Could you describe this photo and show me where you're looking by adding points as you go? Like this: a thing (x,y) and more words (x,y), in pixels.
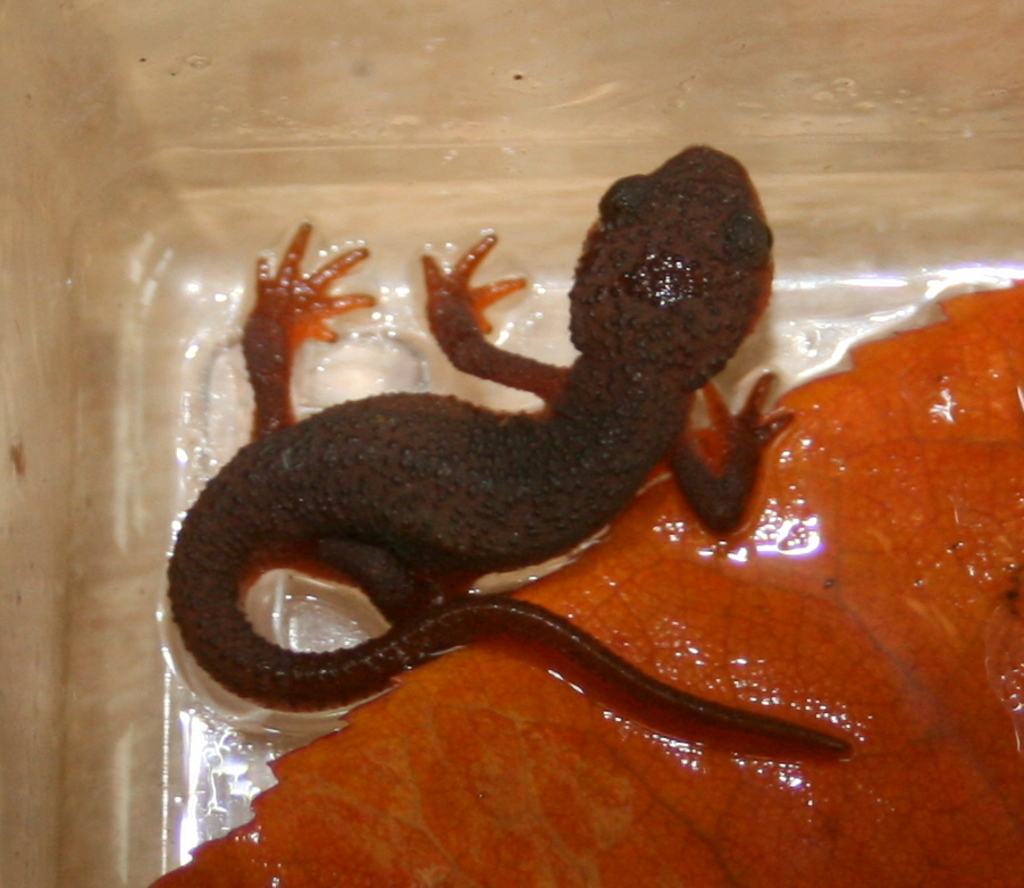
In this image I can see the newt (491,482) in black color and the orange color leaf (645,610). Background (139,519) is in cream color.
